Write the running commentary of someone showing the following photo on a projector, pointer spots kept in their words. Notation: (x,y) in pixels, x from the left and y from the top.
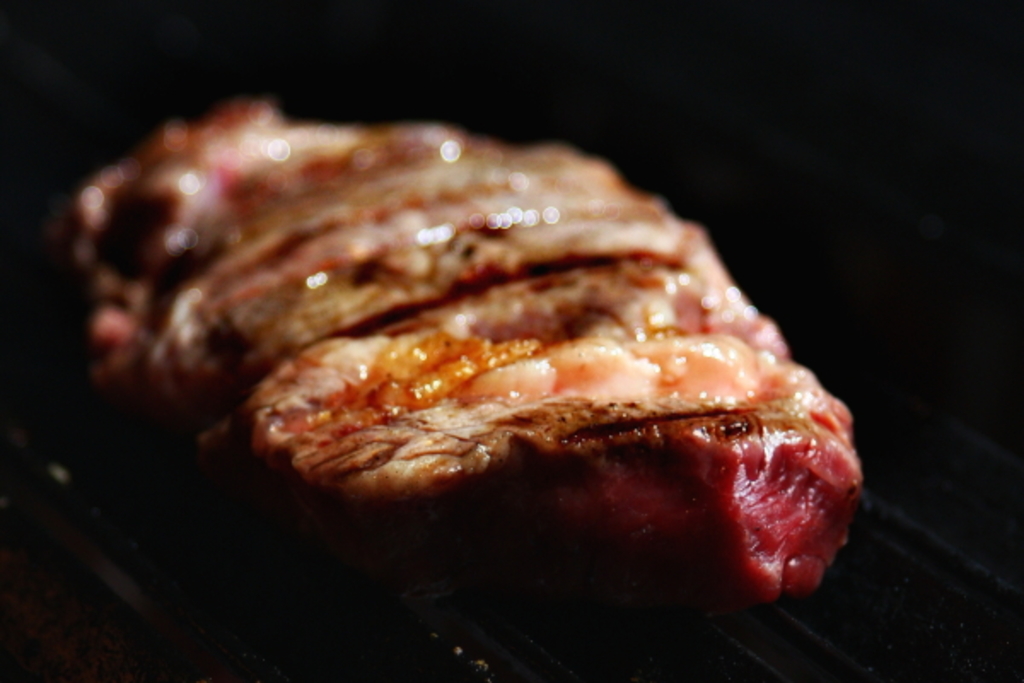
In this image we can see food item (543,441). There is a dark background (894,80).
